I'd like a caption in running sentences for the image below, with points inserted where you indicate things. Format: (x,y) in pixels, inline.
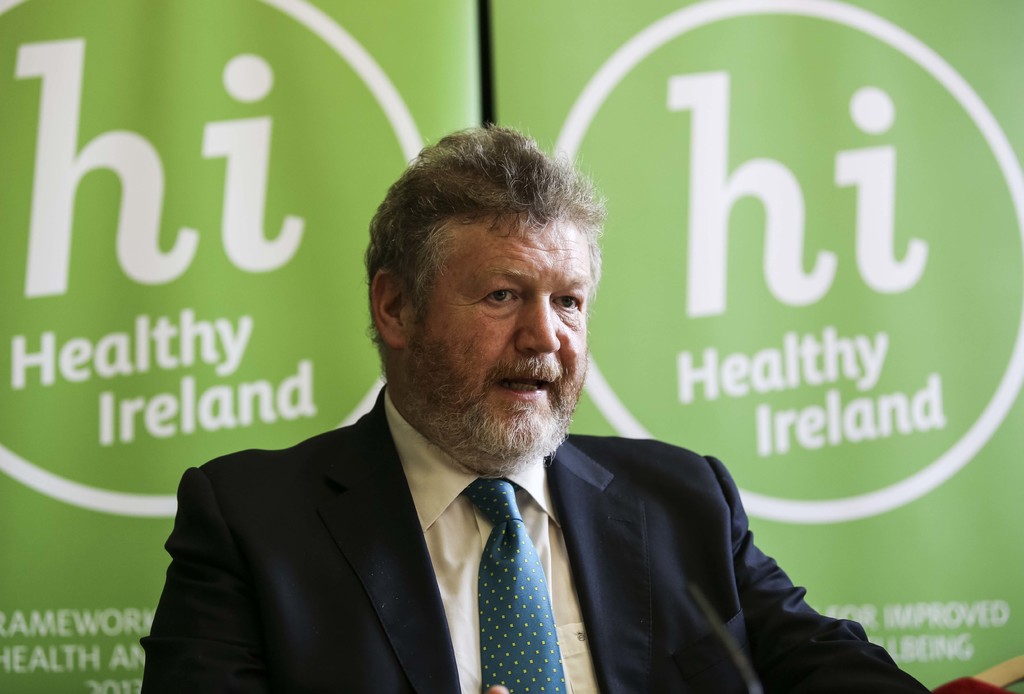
In this image we can see a person (421,540). In the back (358,176) there are banners (73,329) with some text (716,243).
